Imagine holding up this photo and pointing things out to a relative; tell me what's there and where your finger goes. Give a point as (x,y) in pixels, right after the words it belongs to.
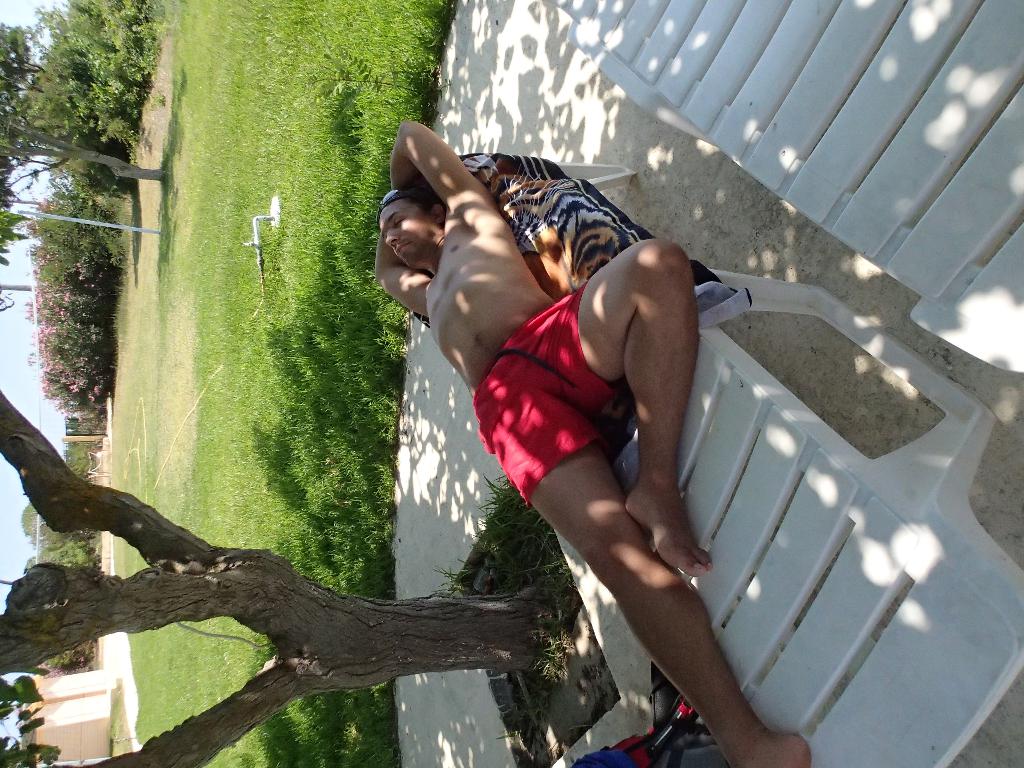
In this image we can see a person (531,291) with red shorts (530,348) is lying on a bench (760,438). To the left side of the image (89,606) we can see a tree (432,628). In the background (128,67), we can see group of plants (105,76), poles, building (72,723) and the sky (34,417).
